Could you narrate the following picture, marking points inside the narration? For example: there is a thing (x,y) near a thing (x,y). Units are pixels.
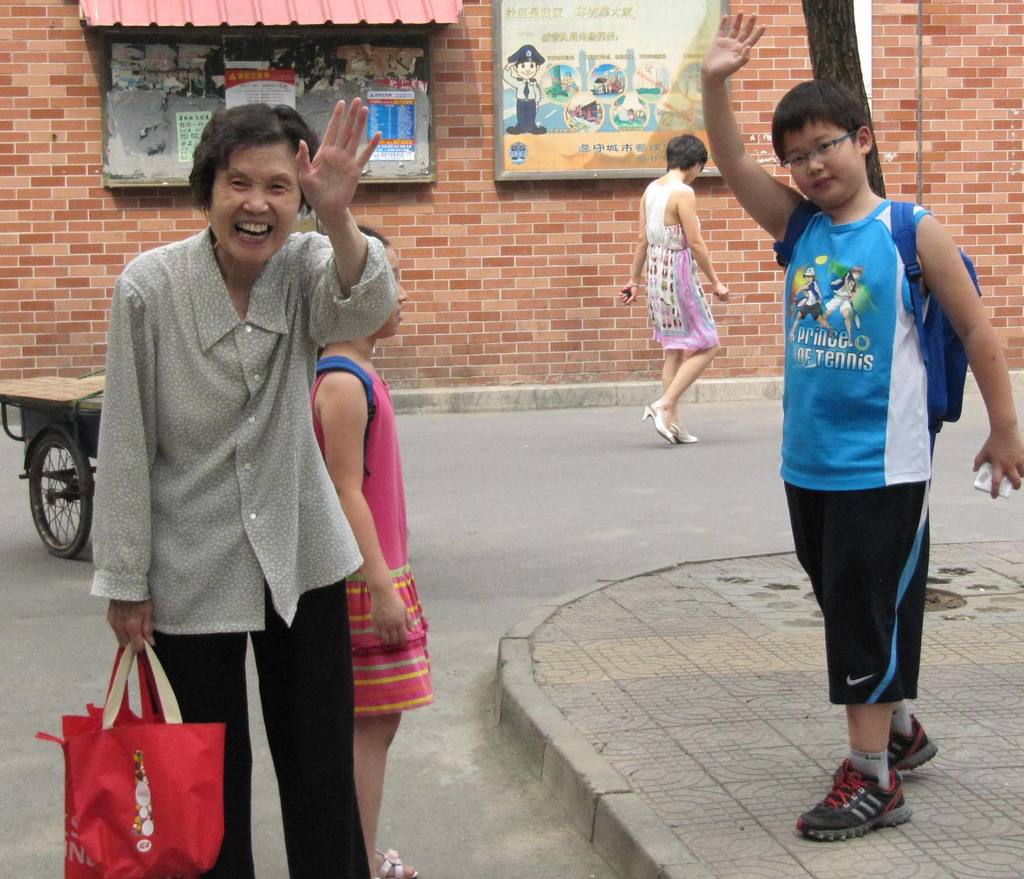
There are two people (312,316) standing and waving their hands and there are two other people (338,406) standing behind them, Background wall (517,227) is brick in color.
